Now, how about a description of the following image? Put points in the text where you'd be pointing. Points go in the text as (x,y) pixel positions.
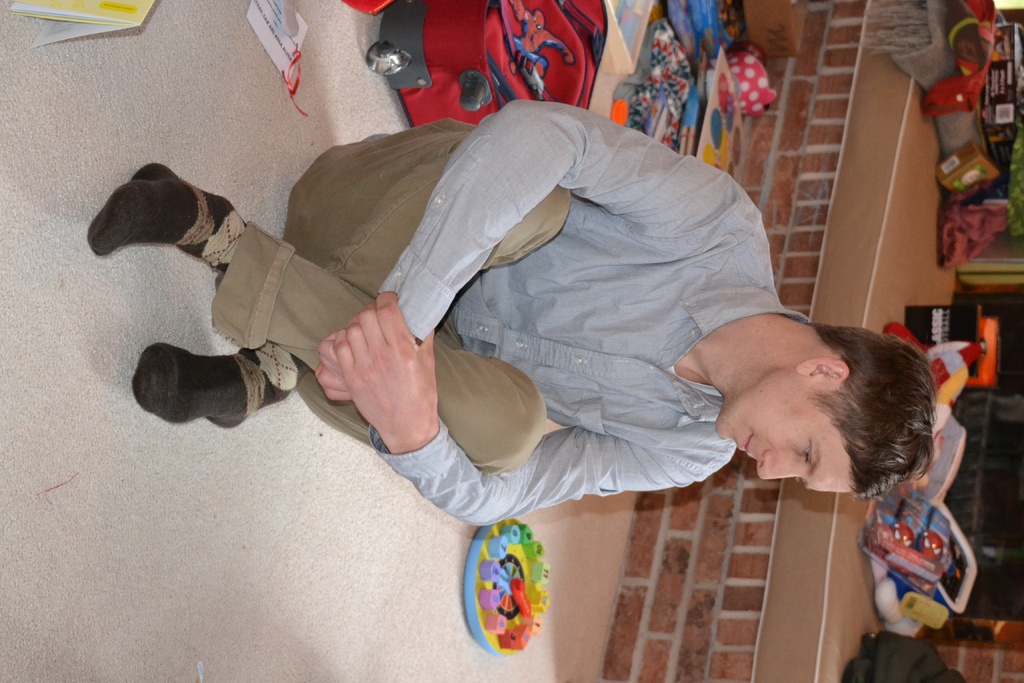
In the image we can see a man (386,285) sitting wearing clothes (408,322), socks (228,373) and the man (652,262) is smiling. This is a carpet (269,543), luggage bag (443,99), brick wall (672,613) and toys (479,588).
